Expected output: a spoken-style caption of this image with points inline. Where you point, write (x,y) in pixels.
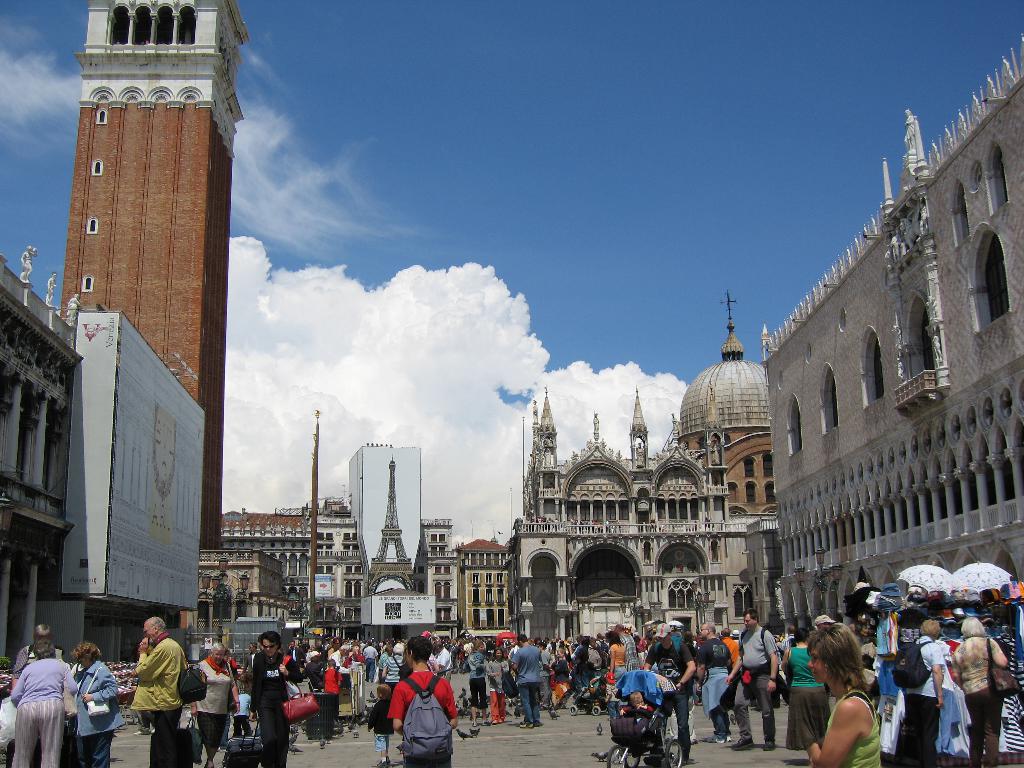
In this image, there are some people (720,713) walking, there are some buildings (708,516), at the top (570,116) there is a blue color sky (584,72).
